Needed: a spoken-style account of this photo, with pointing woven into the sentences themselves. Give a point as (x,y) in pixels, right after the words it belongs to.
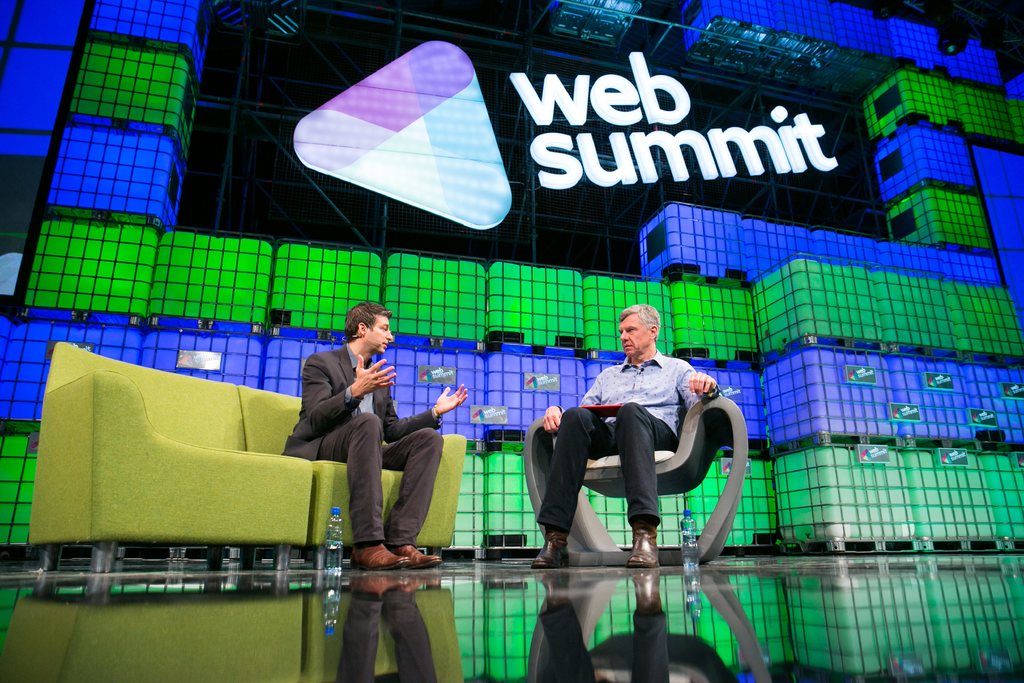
In the picture there are two persons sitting and talking, behind them there is a board (654,164) with the text (562,141).
